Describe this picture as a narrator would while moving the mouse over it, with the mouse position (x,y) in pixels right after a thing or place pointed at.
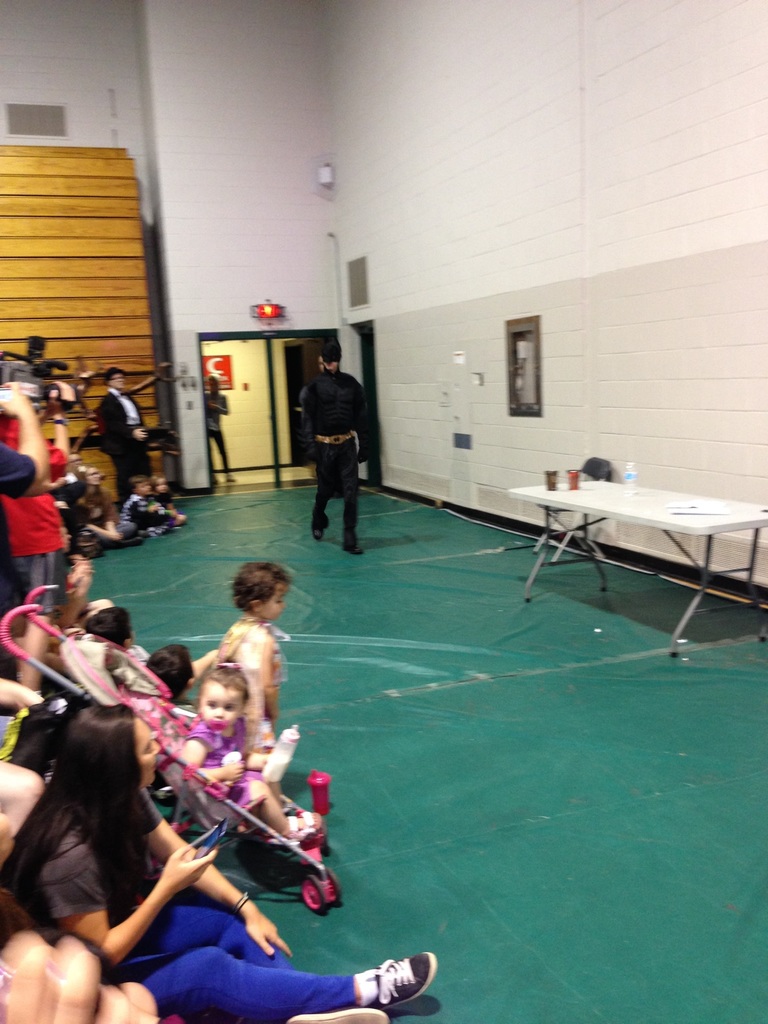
As we can see in the image there are few people (157,371) here and there, wall (672,397), table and a door (274,443). Here there is a photo frame (526,409). On table (707,535) there is a bottle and glass (555,483). On the left side (22,362) there is a man (28,460) holding camera (22,381).
